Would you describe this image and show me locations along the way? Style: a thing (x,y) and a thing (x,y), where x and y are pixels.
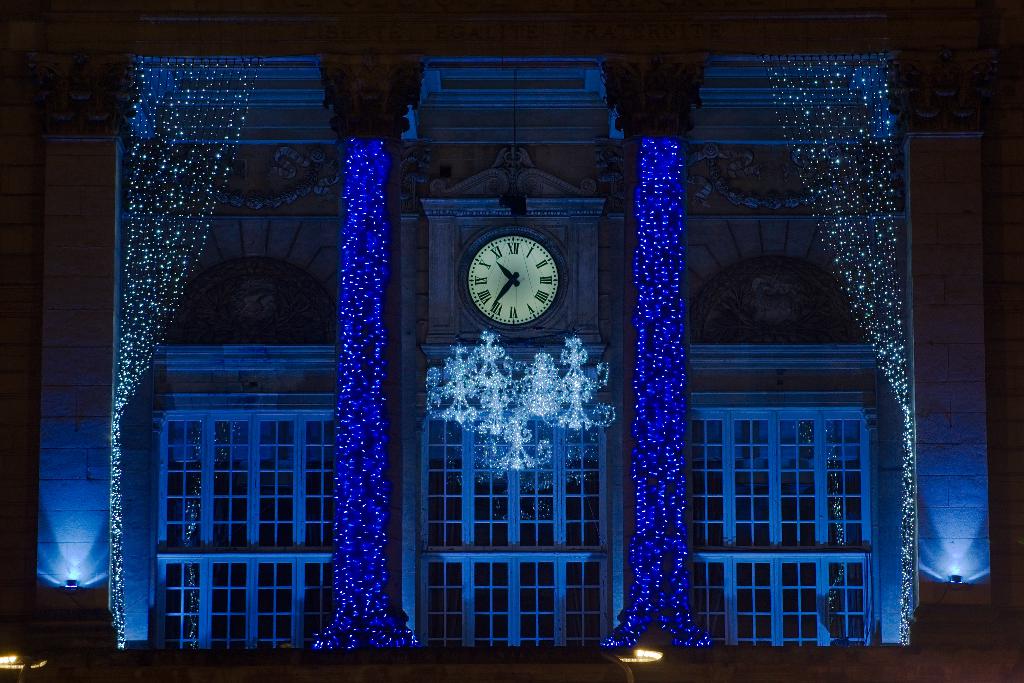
In this image we can see a building (500,440) with lights (343,634). There are windows (795,502). There is a clock (476,248) on the wall (561,223).
